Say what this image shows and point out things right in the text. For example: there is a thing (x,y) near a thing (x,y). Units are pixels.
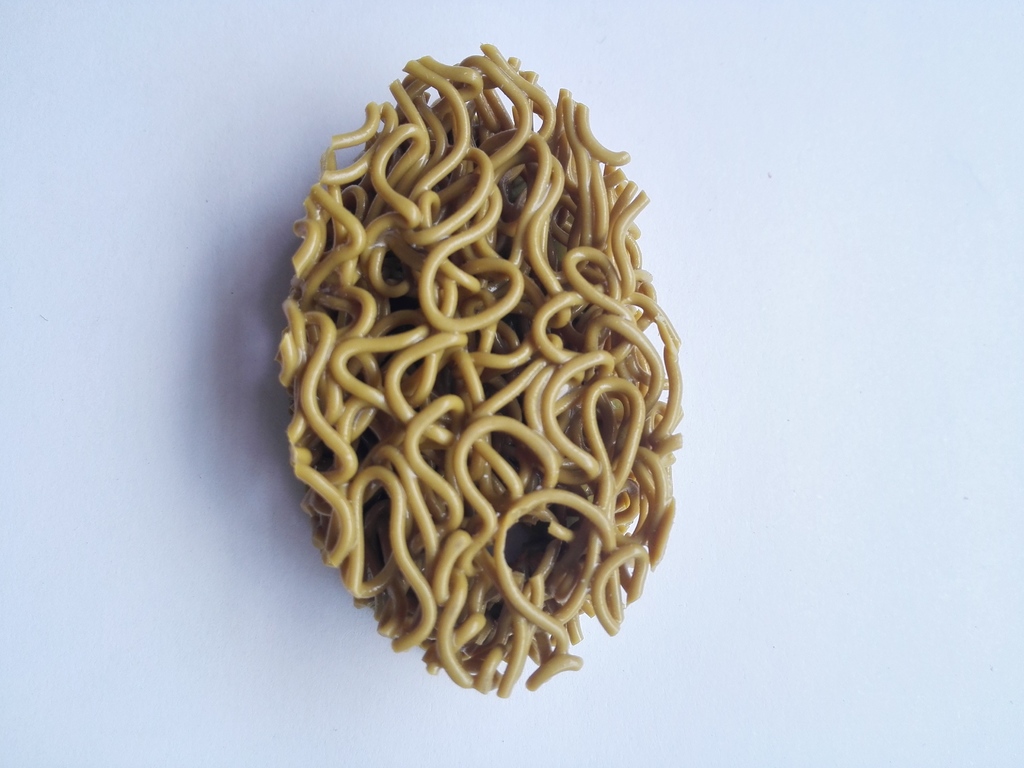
In this picture we can see noodles (550,373).
